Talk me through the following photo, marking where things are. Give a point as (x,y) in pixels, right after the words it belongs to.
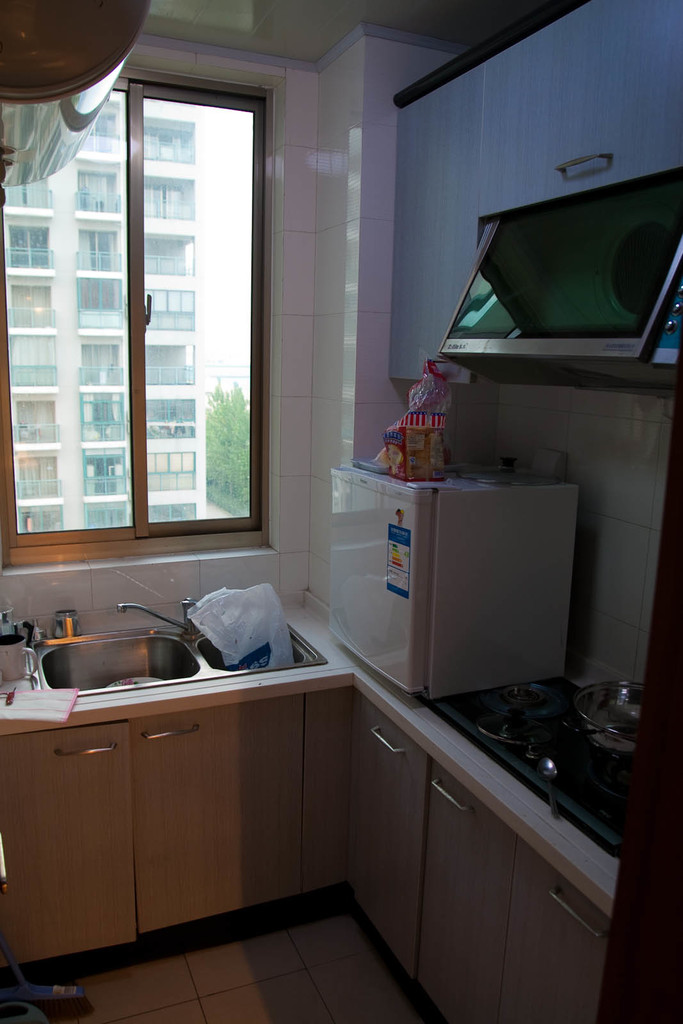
In the image there is a kitchen (363,635) and there is a wash basin (150,646), beside that there is a small fridge (402,527), beside the fridge (460,589) there is a stove (512,694) and there is a chimney (541,282) above the stove (566,757), on the left side (110,476) there is a window (155,487). There are few cupboards (423,131) above the refrigerator (401,501).
